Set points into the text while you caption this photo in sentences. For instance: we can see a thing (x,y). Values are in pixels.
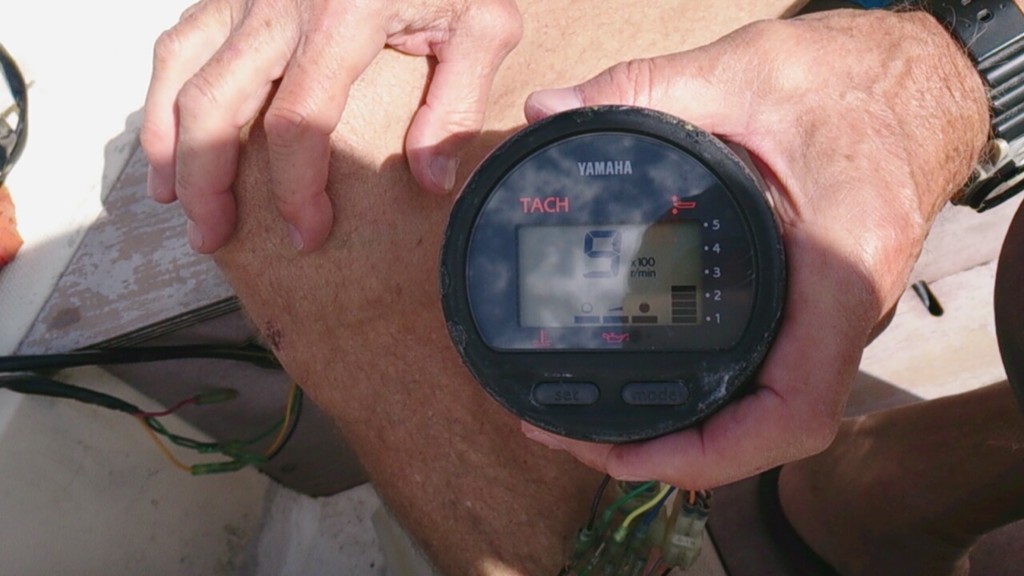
In this image there is a man (831,71) who is holding the tachometer (694,218) with the hand (856,162). At the bottom (437,390) there are legs (381,291). On the left side (111,360) there are wires (84,360).
